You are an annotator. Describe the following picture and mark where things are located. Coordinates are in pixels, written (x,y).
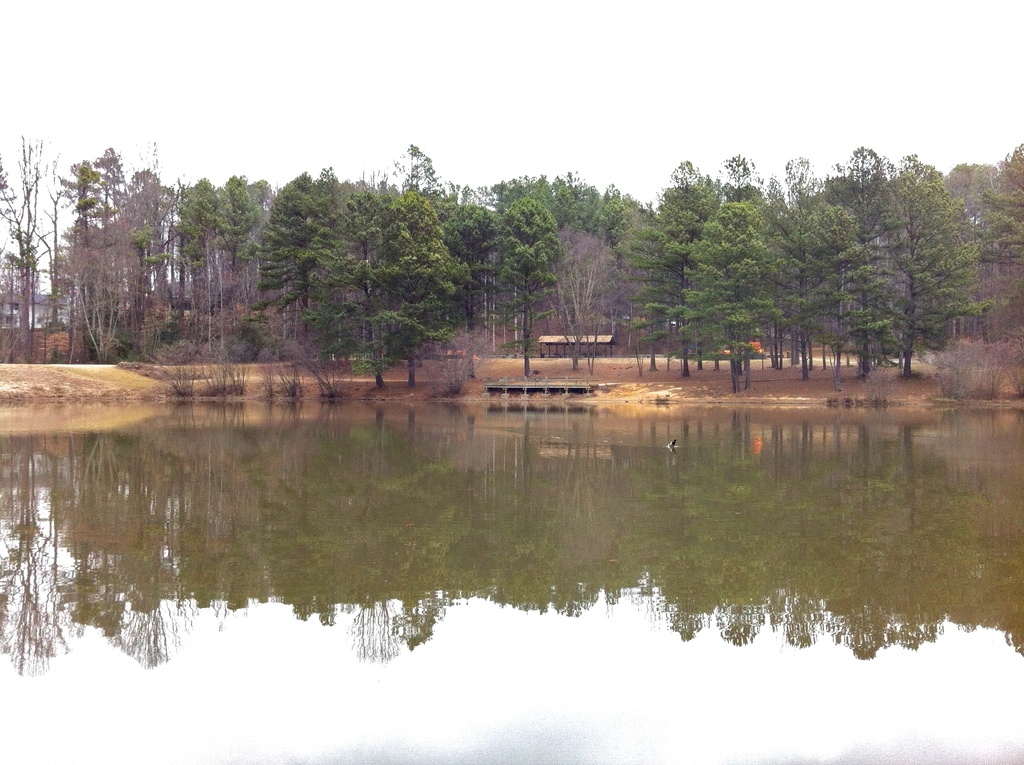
In this image we can see a large group of trees (348,223) and plants (461,345). We can also see the water (543,546). On the backside (537,136) we can see a house (603,338) with roof (559,344) and the sky (407,75) which looks cloudy.
